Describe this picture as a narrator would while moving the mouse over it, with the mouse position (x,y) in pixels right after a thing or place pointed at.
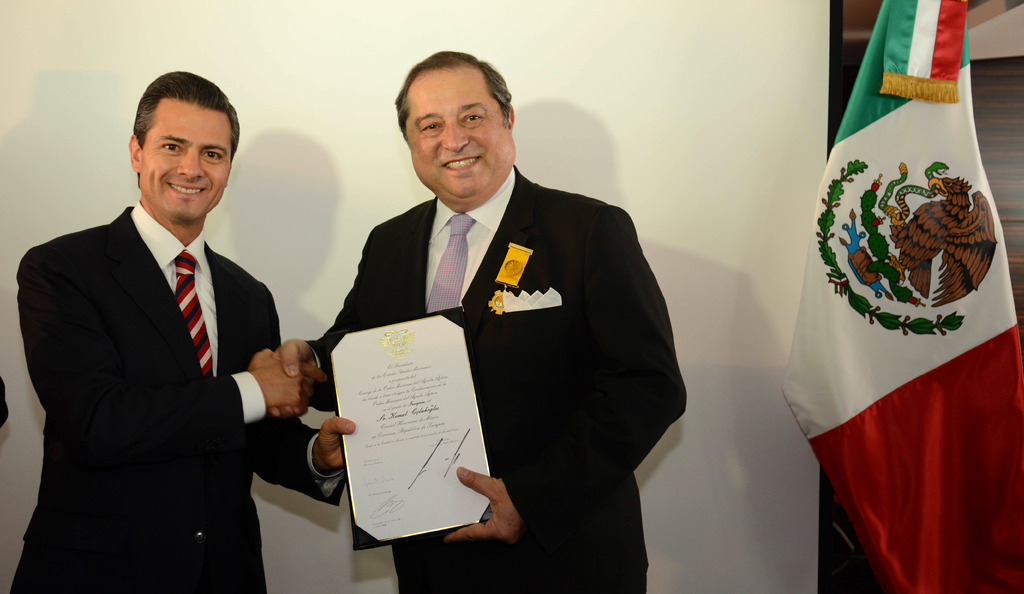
In this image there are two persons (272,364) shaking their hands (286,365) and holding a certificate (419,465) in hands (348,427), in the background (607,29) there is a wall (662,480), on the right side (897,470) there is a flag (903,164).
